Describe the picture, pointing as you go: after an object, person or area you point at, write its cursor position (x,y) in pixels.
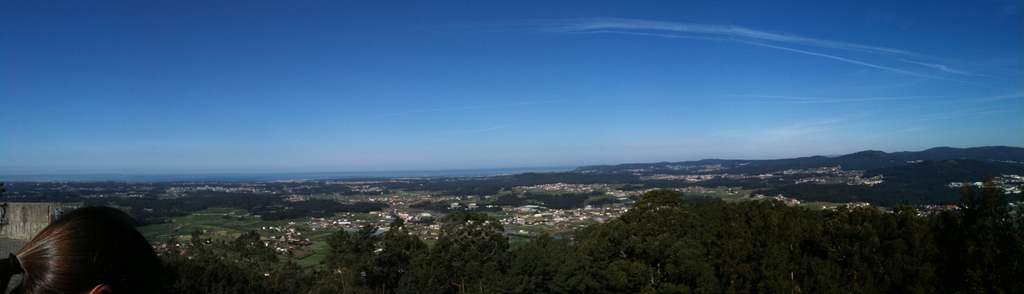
In this image, we can see some trees (555,251), on the left side (73,243), we can see a woman (87,250), at the top (499,85) there is a blue sky (346,44).
